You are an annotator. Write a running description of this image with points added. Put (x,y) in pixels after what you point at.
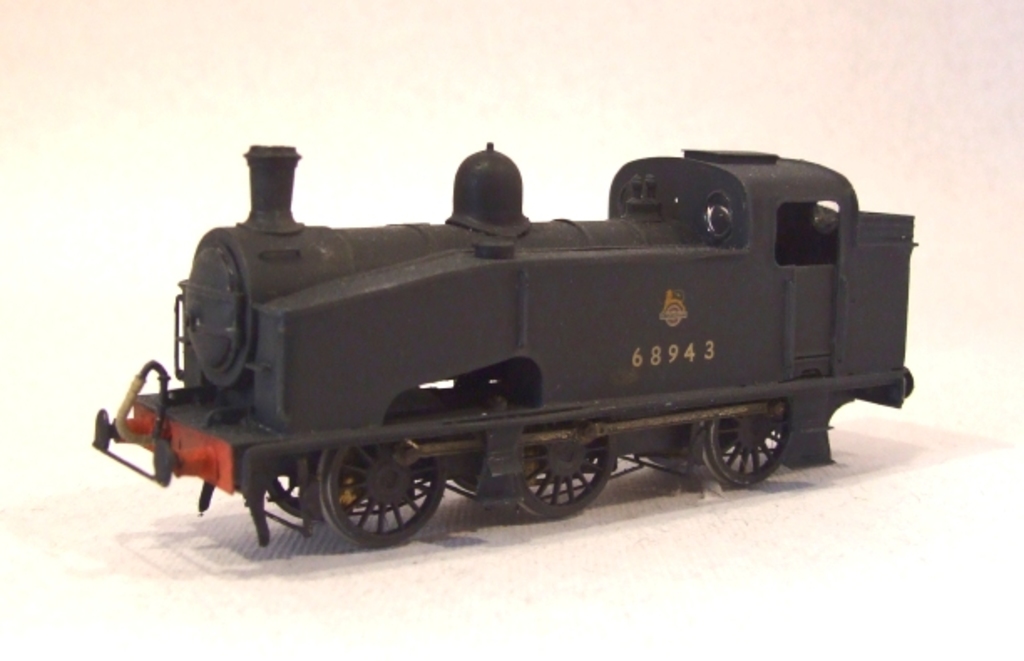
In this image there is a toy steam engine (519,453).
